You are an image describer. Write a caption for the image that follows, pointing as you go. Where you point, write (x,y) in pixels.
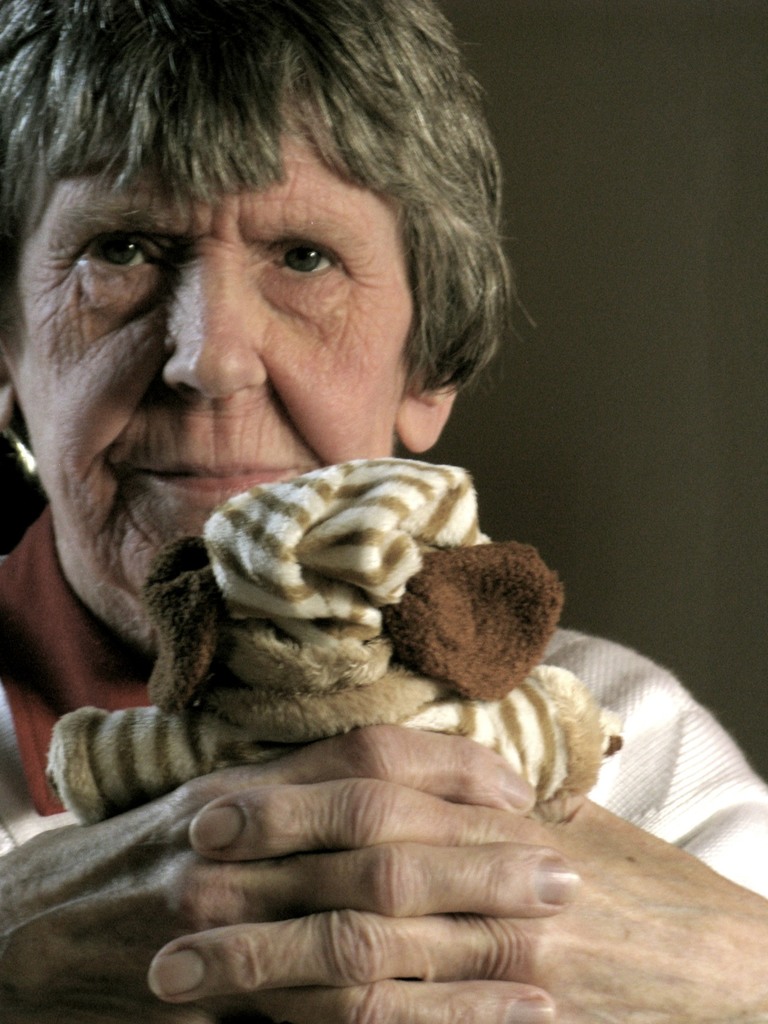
In this image, we can see a person (432,273) holding a doll (277,652) on the dark background (578,201).
